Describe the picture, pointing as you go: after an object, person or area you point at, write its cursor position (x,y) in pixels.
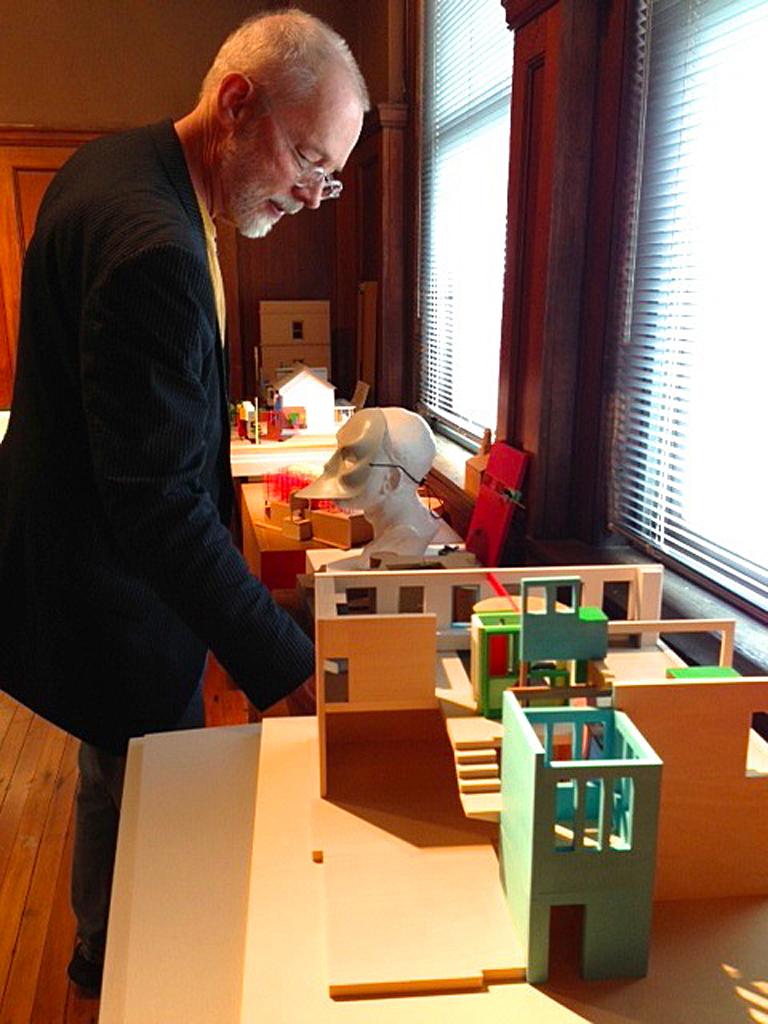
As we can see in the image there is a man (177,421) standing over here and there is a table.
